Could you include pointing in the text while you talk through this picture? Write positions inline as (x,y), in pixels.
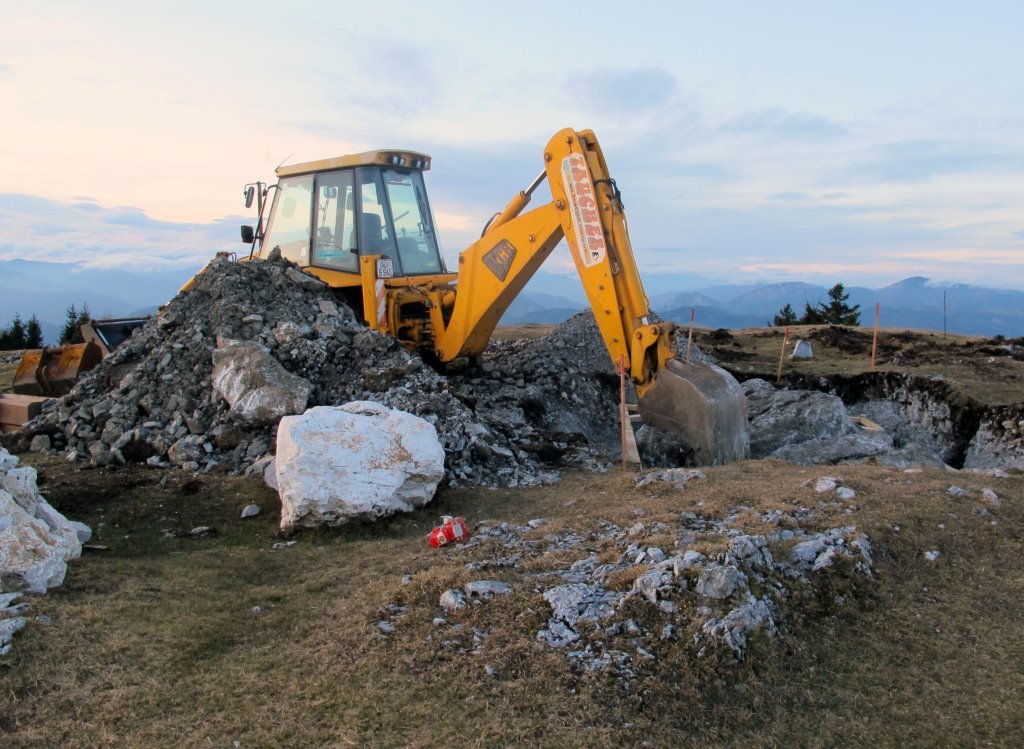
In the image in the center (470,316), we can see the stones (566,466) and crane (346,300), which is in yellow color. In the background (179,140), we can see the sky (710,71), clouds (914,145), hills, poles (622,454), trees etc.
